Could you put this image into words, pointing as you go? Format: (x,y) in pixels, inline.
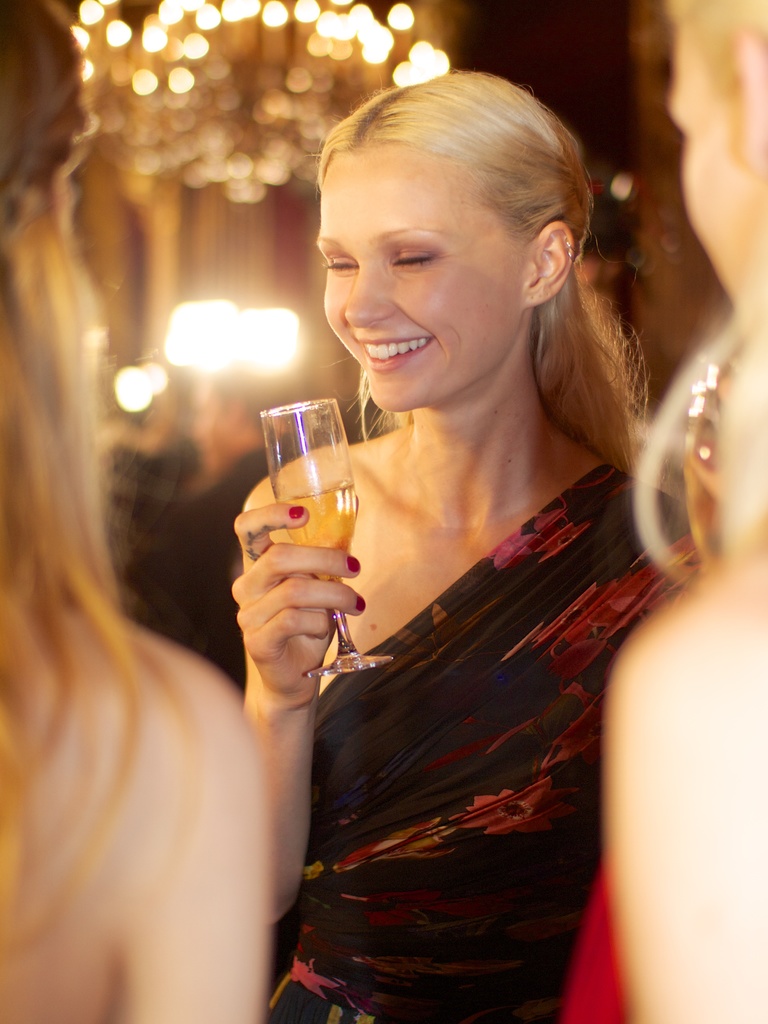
In this image there are three women (422,629) at the middle of the image (423,636) the woman (512,659) wearing black color dress (569,628) holding a glass (274,427) in her hand (277,553).
